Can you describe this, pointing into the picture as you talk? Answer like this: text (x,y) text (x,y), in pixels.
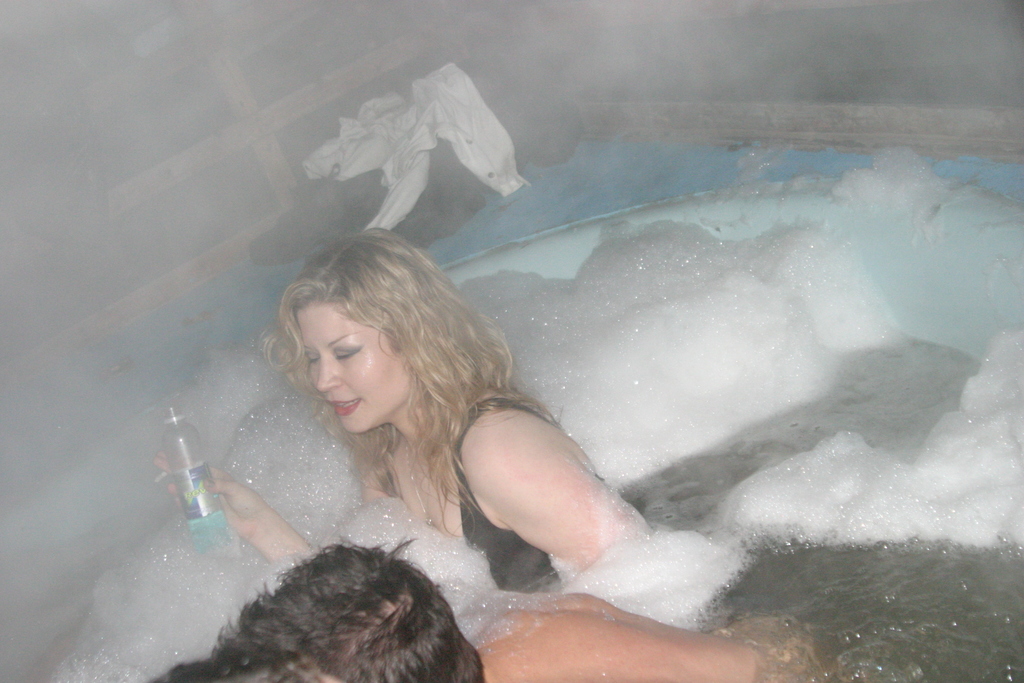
In this image we can see a woman (406,479) holding water bottle (191,461) in the bathtub (609,442).
